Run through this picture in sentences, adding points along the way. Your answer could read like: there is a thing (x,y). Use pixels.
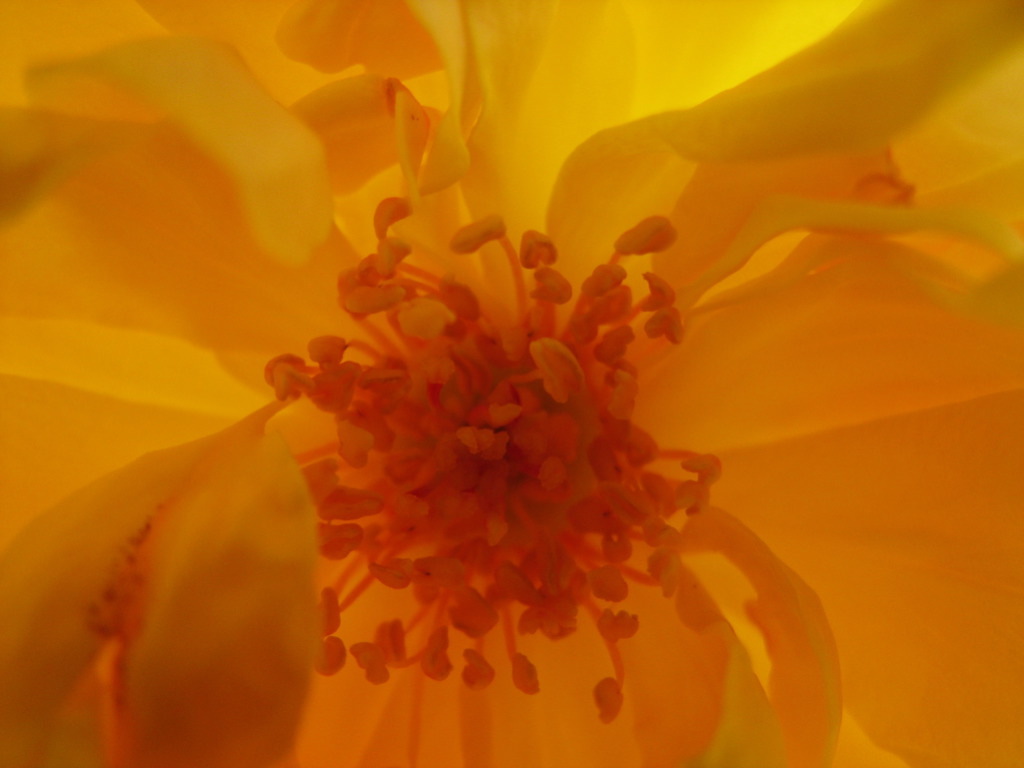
In this picture we can see yellow color flower (84,328).
